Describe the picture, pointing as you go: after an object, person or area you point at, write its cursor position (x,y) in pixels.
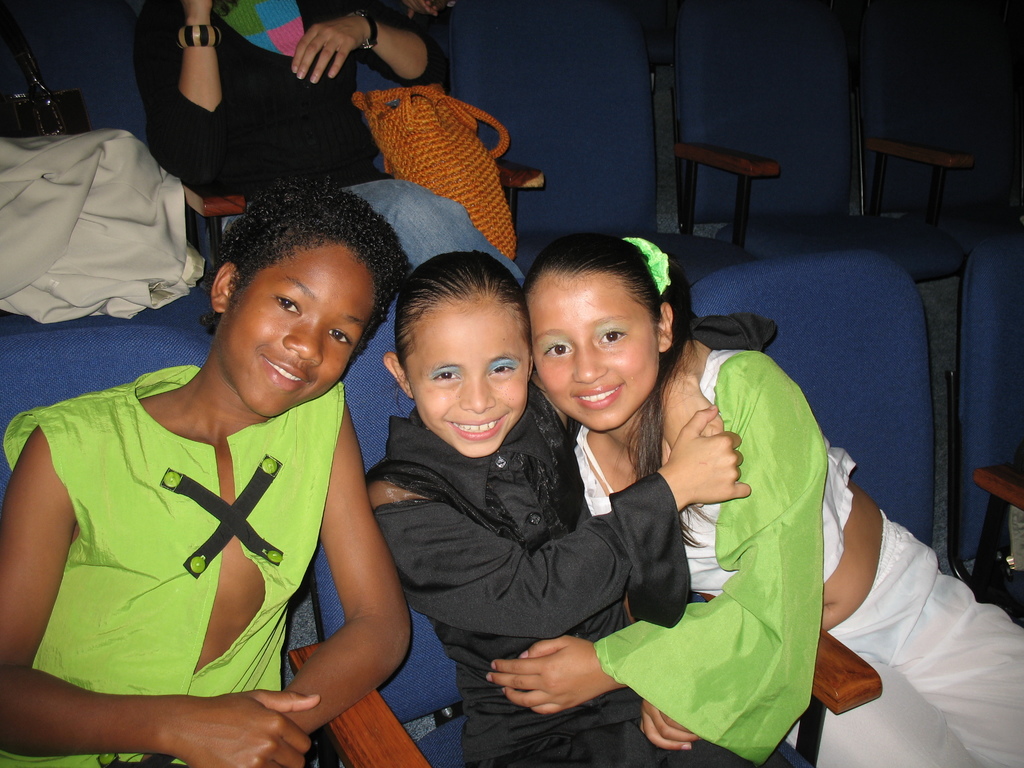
In this image we can see two girls (449,564) and one boy (223,466) is sitting on the blue color chair (926,375). One girl (780,484) is wearing green and white color top (726,505) with white pant (863,616) and the other girl (504,499) is wearing black color dress (560,579). The boy (116,661) is wearing green color jacket (136,637). We can see a woman (324,119) is sitting on the chair (368,81) at the top of the image (307,89). She is wearing black color top (323,108) with jeans (421,208). Beside her, orange color bag (447,181) is there and chairs (734,174) are there. We can see cloth (57,188) and black color bag (42,111) on the chair (173,317) which is in the left top of the image (58,73).
